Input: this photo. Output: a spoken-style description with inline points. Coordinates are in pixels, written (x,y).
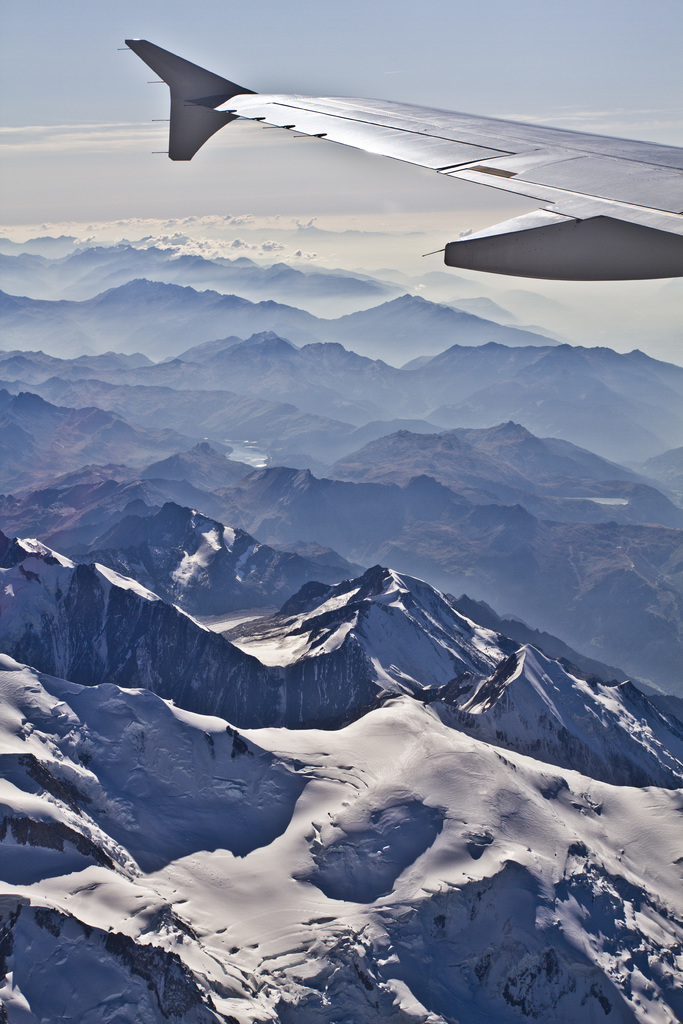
In this image I can see an aircraft (543,235) which is in the air (320,194). In the background (134,757) I can see the mountains (239,823) covered with snow (410,729). I can also see the sky (230,63) in the back (334,46).
